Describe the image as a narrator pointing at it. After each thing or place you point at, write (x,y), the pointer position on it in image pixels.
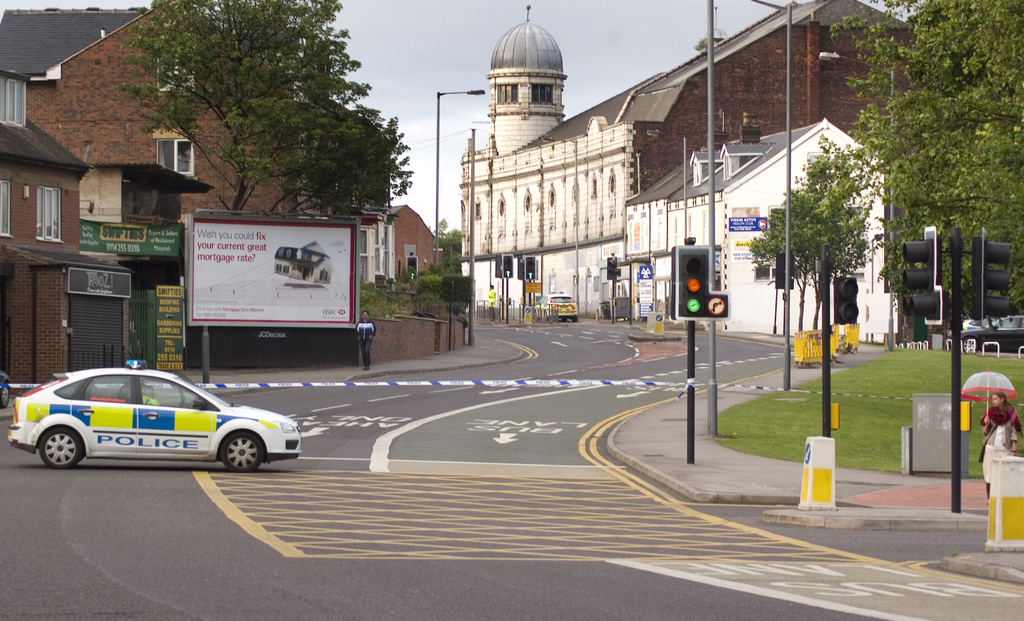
In this image we can see roads (433,389). On the road (353,403) there are vehicles (188,446). On the sides of the road (472,398) there are light poles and traffic signals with poles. On the right side (999,425) there is a person (992,411) holding an umbrella (980,393). On the ground (814,389) there is grass (862,391). And there are trees (410,184) and buildings (508,164) with windows (163,144). And there are name boards (140,238). In the background (384,57) there is sky (630,21). Also there is a hoarding (238,275). And one person (363,325) is walking on the sidewalk (423,356).
